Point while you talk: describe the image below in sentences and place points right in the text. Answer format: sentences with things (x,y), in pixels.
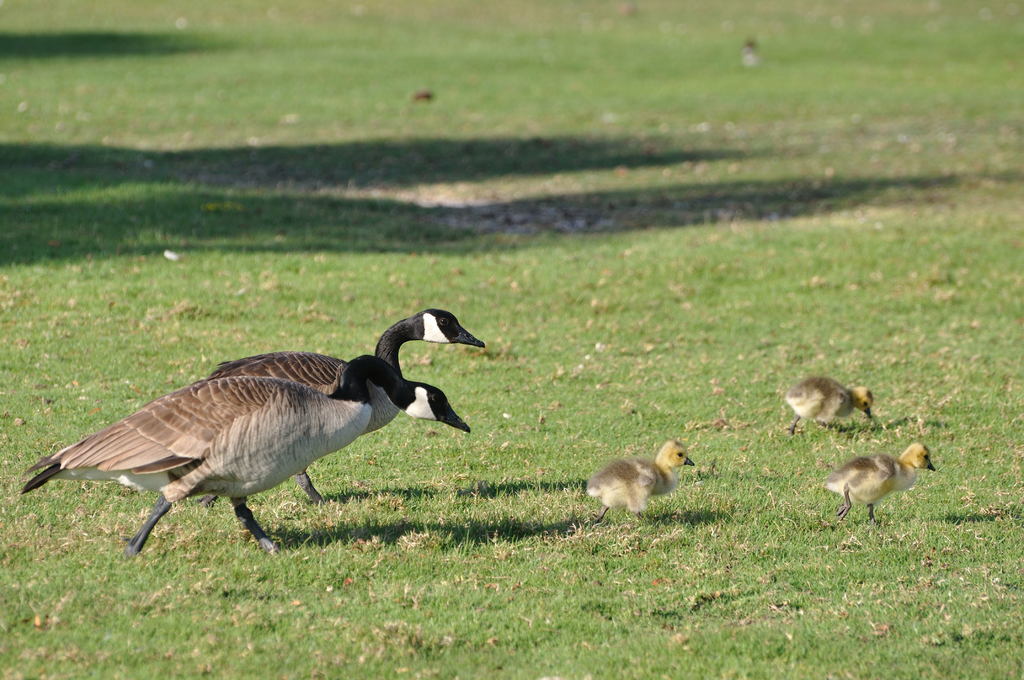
In the foreground of this image (296,422), there are geese (357,411) and goslings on the grass (660,641).
